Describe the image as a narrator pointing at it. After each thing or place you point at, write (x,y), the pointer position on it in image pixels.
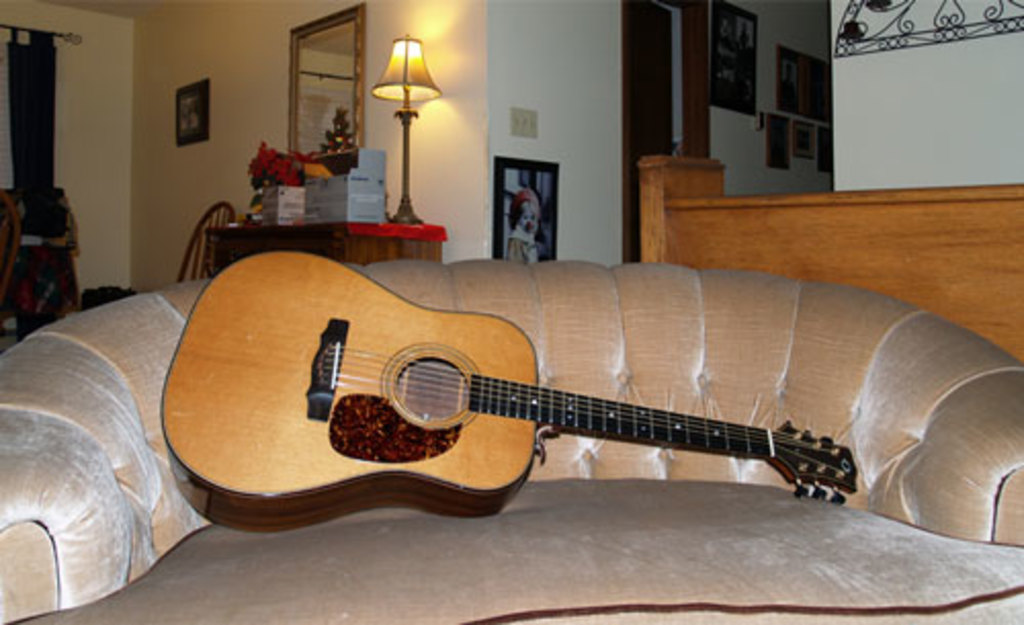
This picture is taken in a room (921,557), In that there is a sofa (645,345) in light yellow color and there is a music instruments (452,426) placed on the sofa (692,457) which is in dark yellow color and black color, In the right side (953,220) there is a box (779,214) in yellow color, in the left side (331,100) there is a mirror (326,78) is yellow color, There is a lamp (406,98), In the background (472,111) there is a wall (553,85) in white color, And there is a door (663,135) in brown color.
